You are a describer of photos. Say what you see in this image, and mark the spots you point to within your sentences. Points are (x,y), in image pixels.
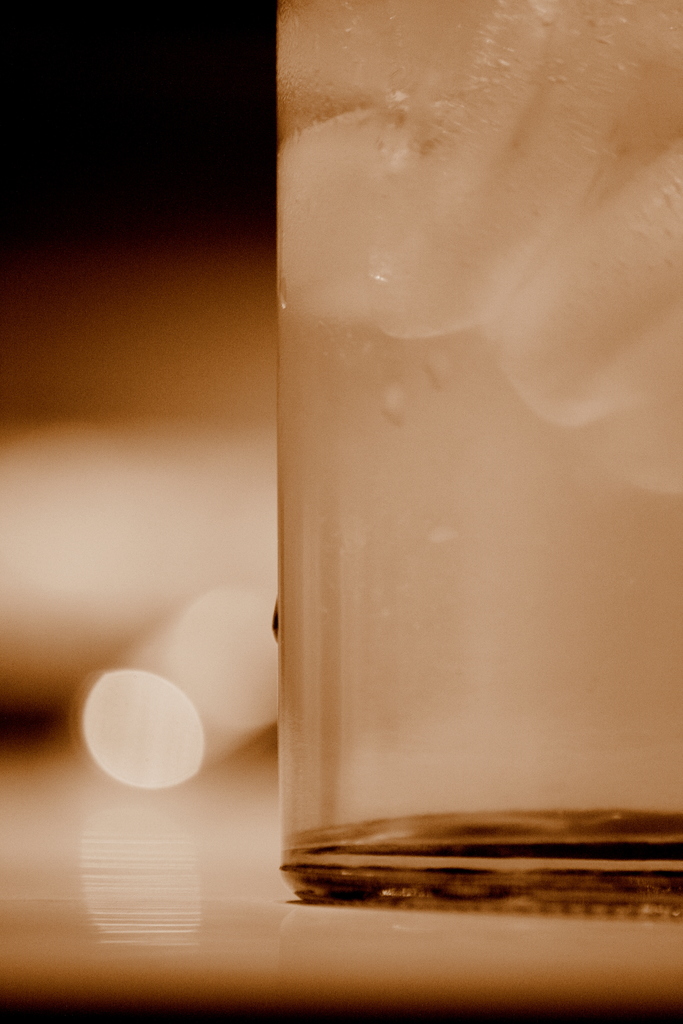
In the foreground of this image (482,751), there is a glass (551,471) on the right side (556,489) and few droplets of water (436,379) on it which is placed on a white surface (324,935) and the background (150,302) image is blurred.
